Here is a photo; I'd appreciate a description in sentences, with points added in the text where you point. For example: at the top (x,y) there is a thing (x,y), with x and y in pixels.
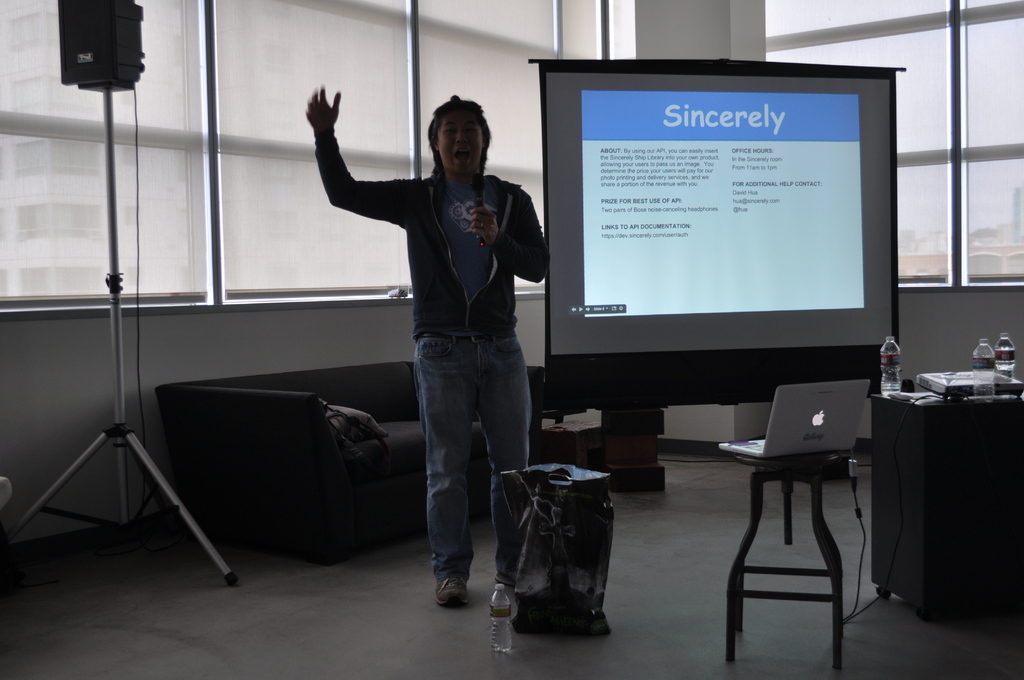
In the image there is a man (515,263) standing and talking in the mic (473,190), beside him there is a projector screen (616,213), in front of it there is a laptop (855,426) on stool (821,468) and water bottles (978,373) on a table (957,467), in the back (315,242) there are windows (396,49) on the wall (1023,306) with curtains (306,186) and a sofa (347,467) in front of it on the floor (229,677).
